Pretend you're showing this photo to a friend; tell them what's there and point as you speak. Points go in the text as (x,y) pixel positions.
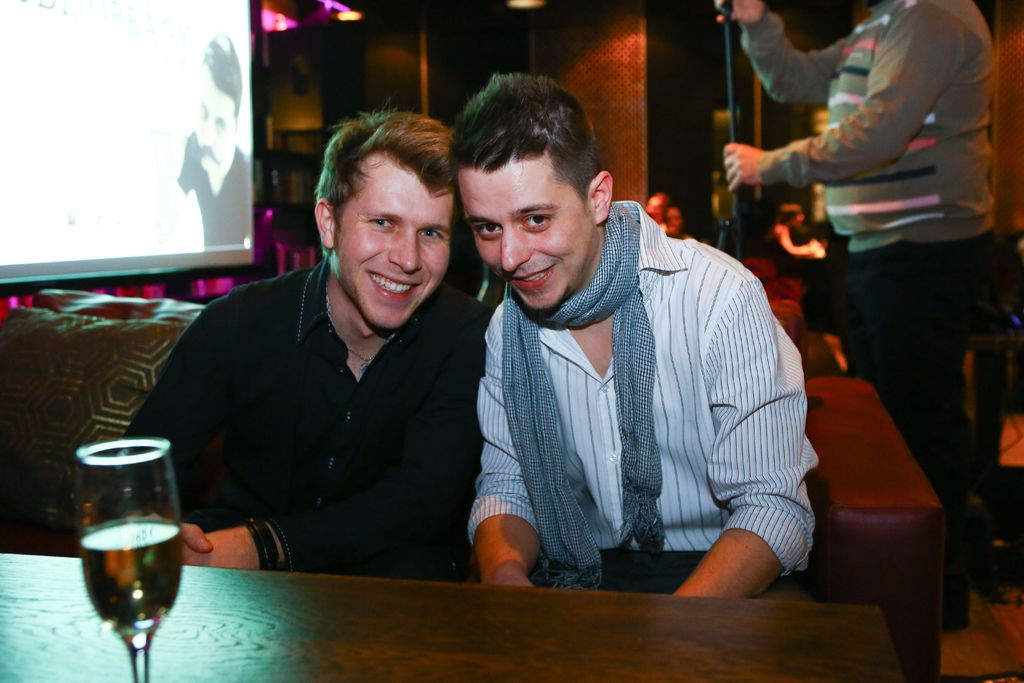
This picture describes about group of people (626,247), in the middle of the image (519,261) we can see two men (366,262), they are seated and they both are smiling, in front of them we can see a glass (160,501) on the table (275,602), on left top of the image (98,177) we can see a projector screen (115,152).
